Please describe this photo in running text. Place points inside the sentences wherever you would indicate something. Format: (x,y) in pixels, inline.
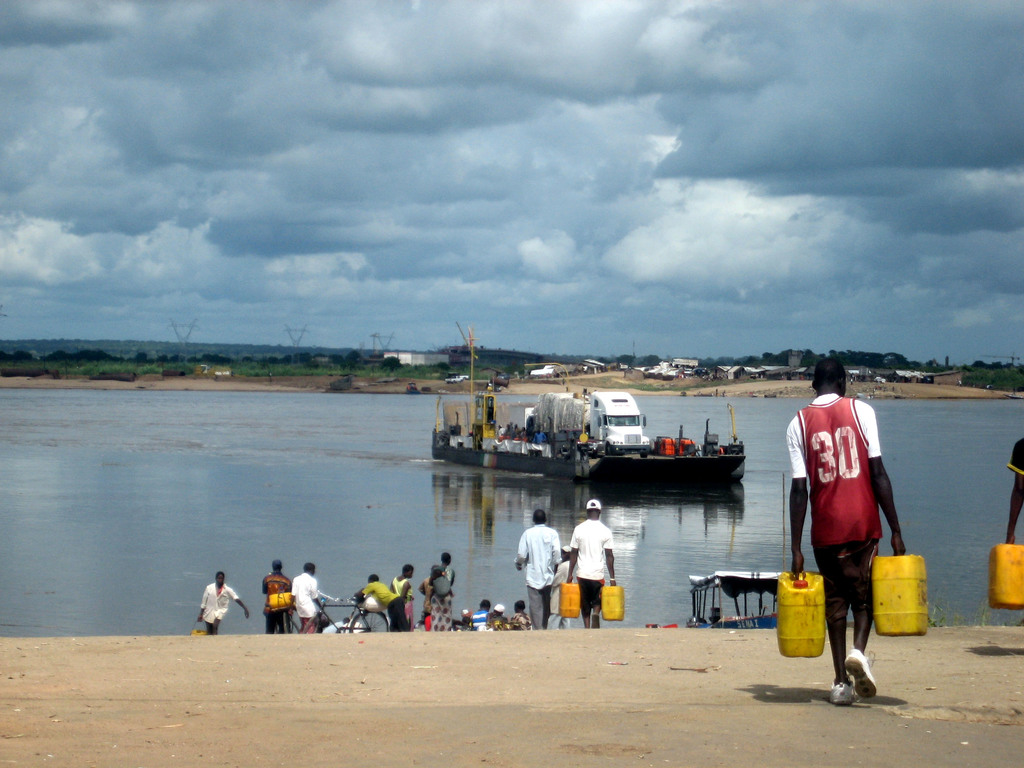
On this image we can see a boat (523,455) in the river (389,465). On the boat (499,459) there is a truck (577,434), persons (541,434) and some objects (674,447). On the foreground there are persons (433,598) walking towards the river (932,576). In the background (58,336) there are electricity towers (187,338), buildings (597,363), sky (6,118) and clouds (463,111).
